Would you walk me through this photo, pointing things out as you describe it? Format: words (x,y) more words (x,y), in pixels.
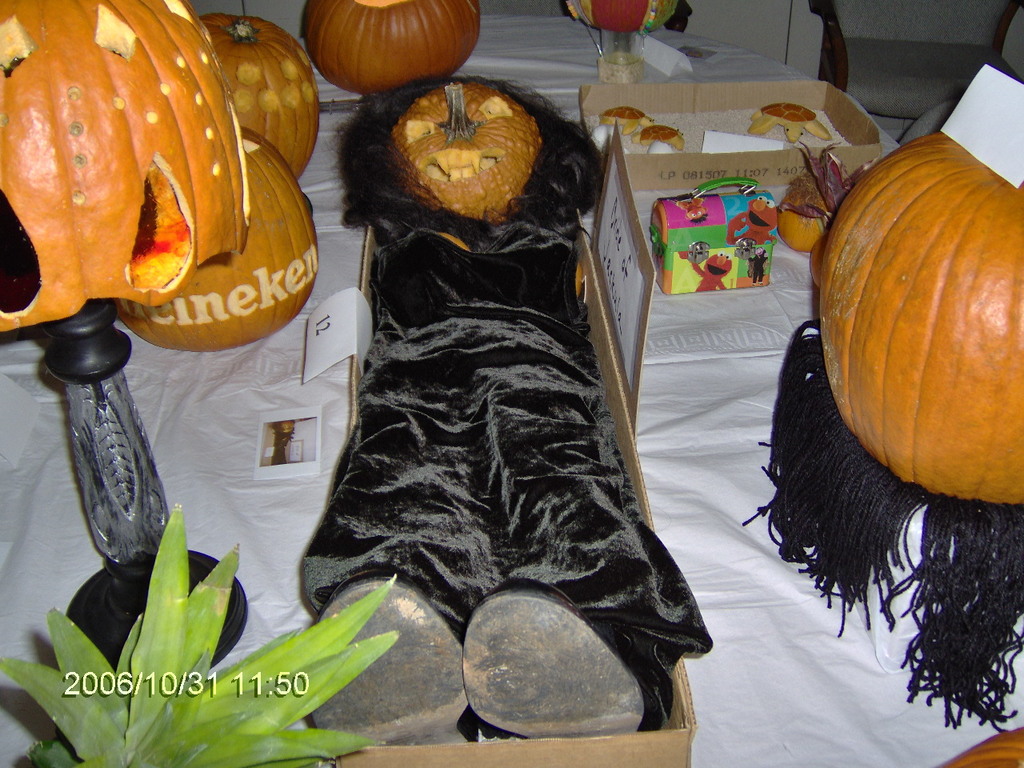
In this image there are pumpkins (417,154), papers (618,234), lamp stand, cloth (567,354), wig (528,100), shoes (435,735), plant (338,641), cardboard boxes (647,748), sand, glass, tortoises (670,142) on the white color cloth (201,521), and at the background (824,80) there is a chair (882,81), and a watermark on the image.
